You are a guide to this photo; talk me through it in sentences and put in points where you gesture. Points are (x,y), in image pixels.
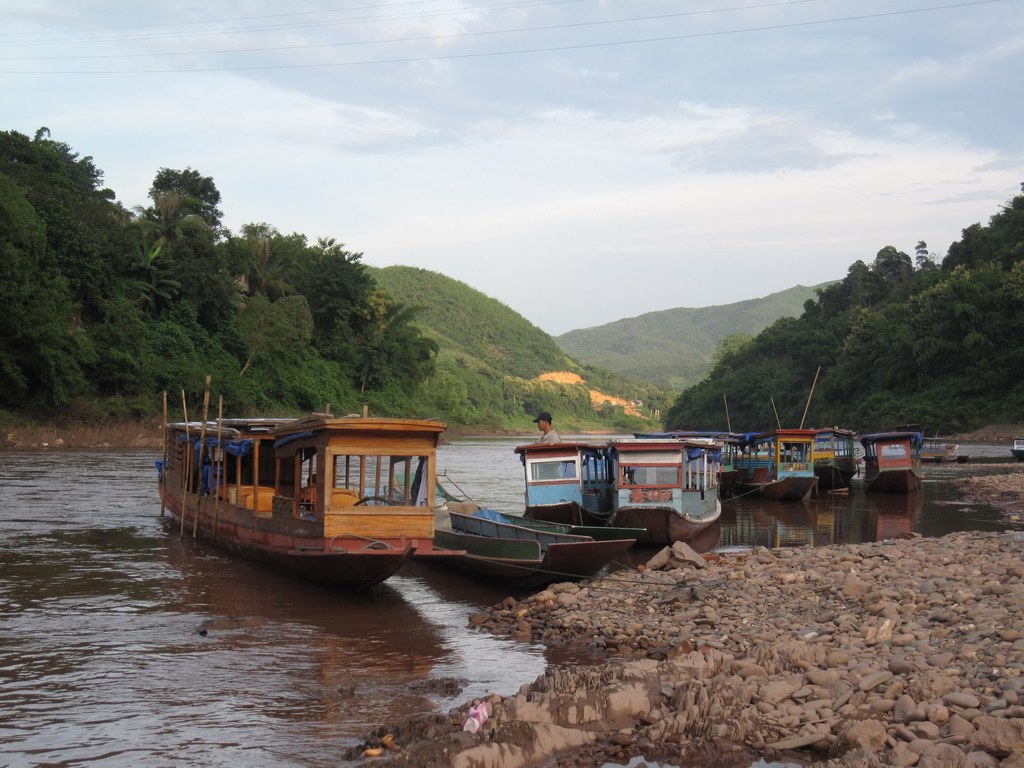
In this picture I can see there are few boats (549,447) moored on the water (476,456) and there are mountains (473,354) in the backdrop (494,323) and the sky (276,152) is cloudy.
